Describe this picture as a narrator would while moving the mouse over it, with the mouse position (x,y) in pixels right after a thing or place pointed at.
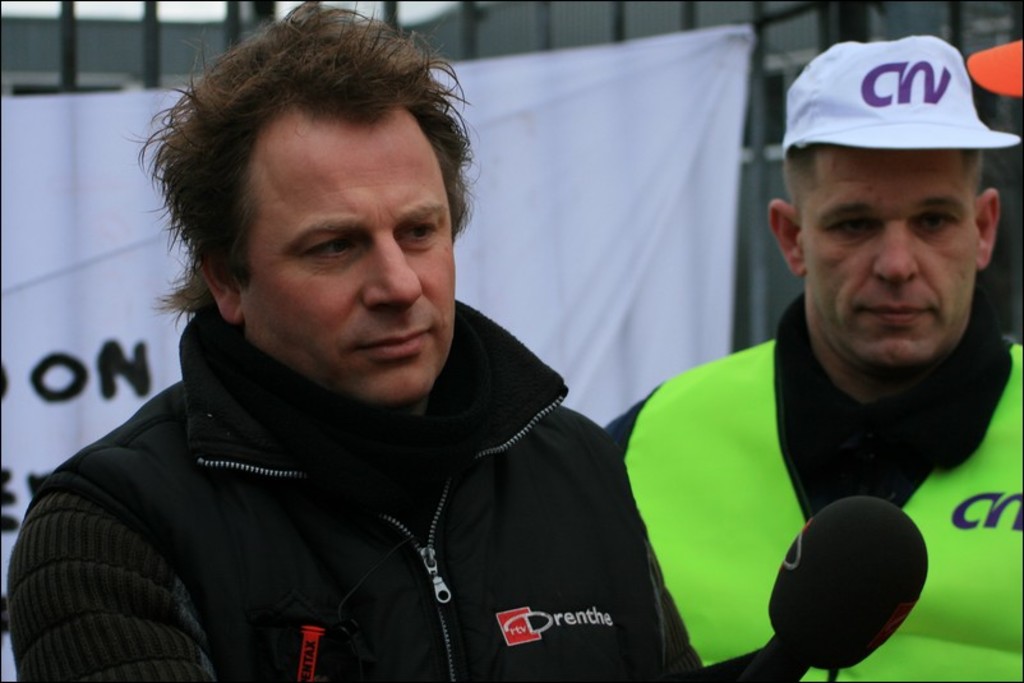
In this image I can see on the left side (251,452) a man (475,574) is holding the microphone (811,617), he wore black color coat (543,585), on the right side (819,377) there is another man (808,481). He wore green color coat (768,496), white color cap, behind them there is the white color cloth (635,214) to an iron grill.
